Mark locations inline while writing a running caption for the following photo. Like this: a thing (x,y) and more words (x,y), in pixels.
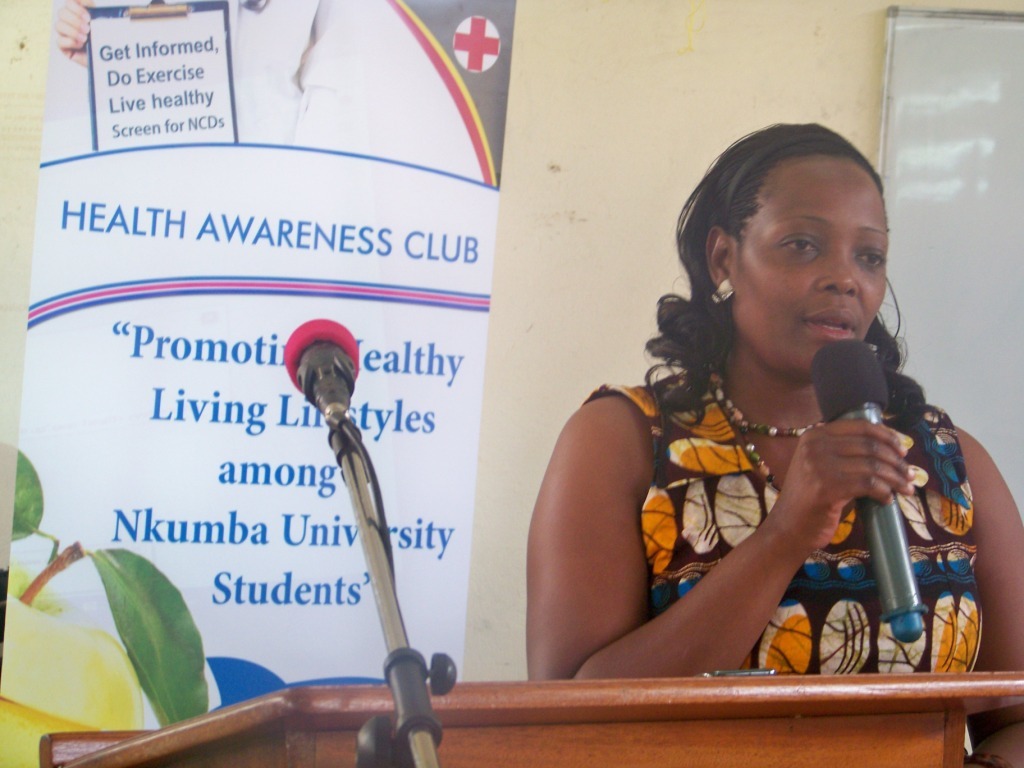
She stands in front of the table (532,744). She is holding a mic (840,399). She is talking. We can see her mouth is open. There is a podium (517,722). There is a microphone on a podium (549,740). We can see in background (376,235) banner (295,208).
